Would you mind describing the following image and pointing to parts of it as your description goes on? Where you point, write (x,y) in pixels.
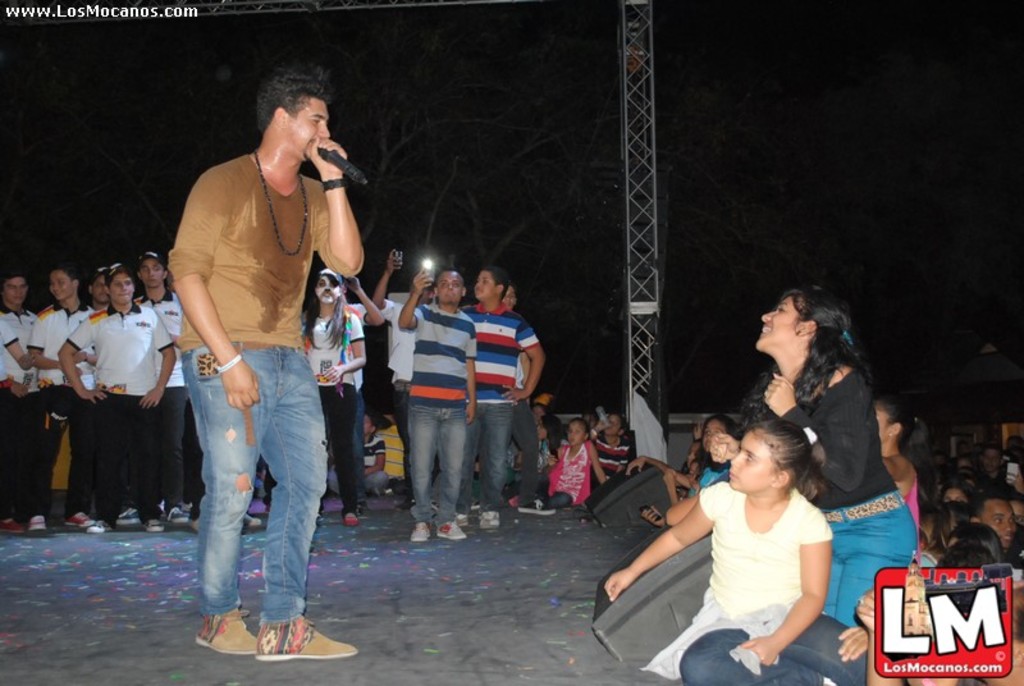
In the center of the image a man (283,372) is standing and holding a mic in his hand (319,158). On the left side of the image (122,408) group of people (315,321) are standing. On the right side of the image (884,465) group of people (841,482) sitting. In the background of the image (589,172) we can see trees (536,119), towers (635,108) are there. In the middle of the image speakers (668,573) are there. At the bottom of the image (414,644) ground (450,635) is there.
